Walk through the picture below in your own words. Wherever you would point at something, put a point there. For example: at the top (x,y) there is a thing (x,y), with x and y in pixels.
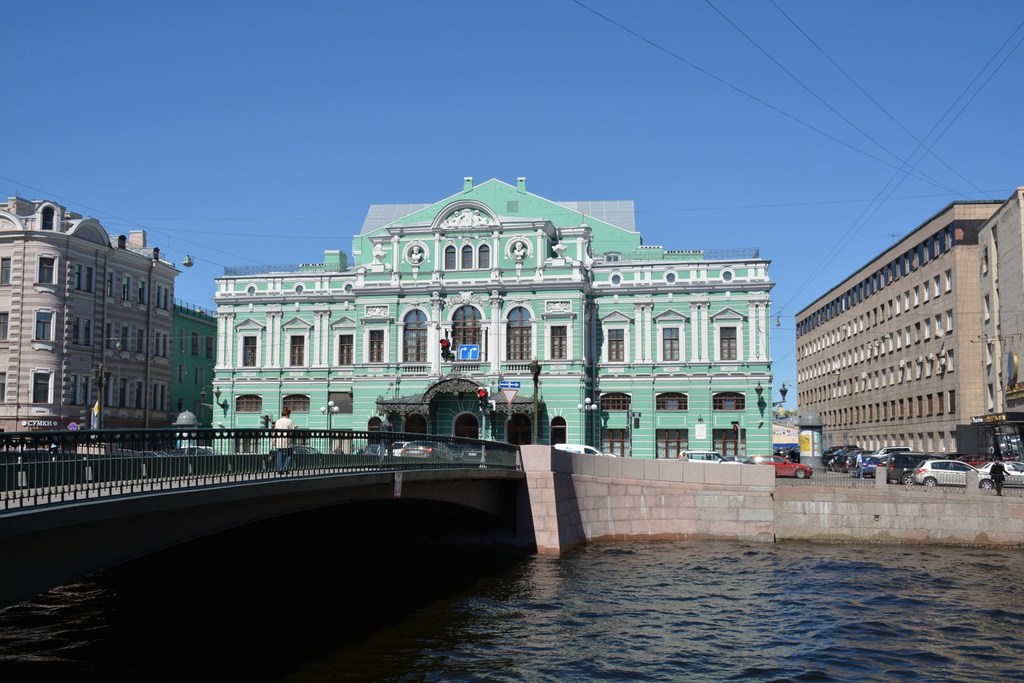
In the image there is a bridge (86,554) in the front (400,519) and behind there are buildings (265,337) with vehicles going in front of it on the road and above its sky (321,73).
